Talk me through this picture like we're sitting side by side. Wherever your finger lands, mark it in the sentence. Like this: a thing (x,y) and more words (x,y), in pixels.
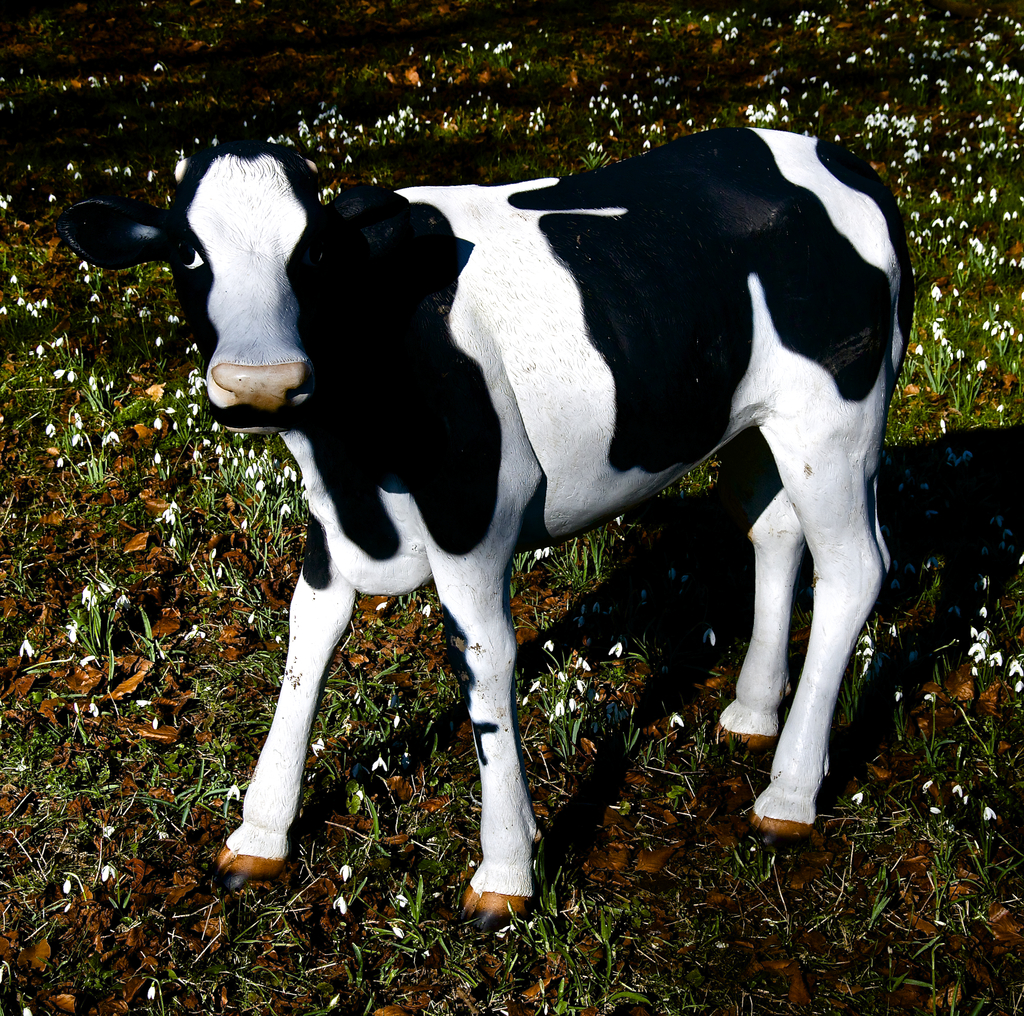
In this picture we can see a cow (865,548) standing on the ground (710,868) and in the background (138,146) we can see grass (629,100).
